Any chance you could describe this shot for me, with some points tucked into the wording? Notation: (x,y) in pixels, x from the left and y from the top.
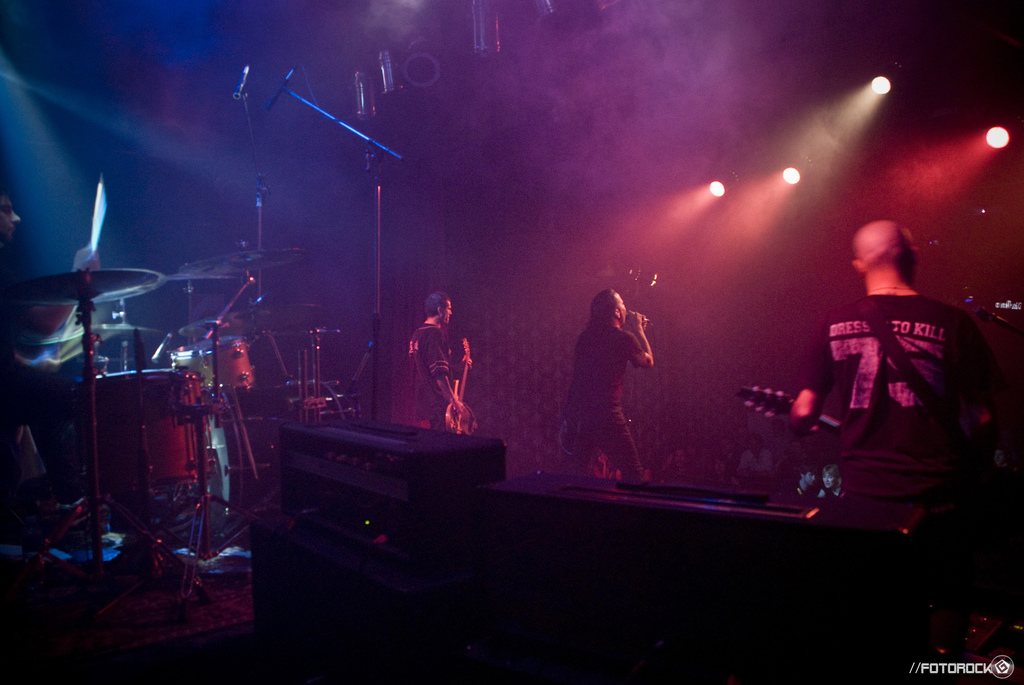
There are 3 people (867,448) here on the stage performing by playing musical instruments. In the middle (613,355) a man (615,365) is singing. Behind them there are musical instruments (302,457) and a mic stands (348,130).
